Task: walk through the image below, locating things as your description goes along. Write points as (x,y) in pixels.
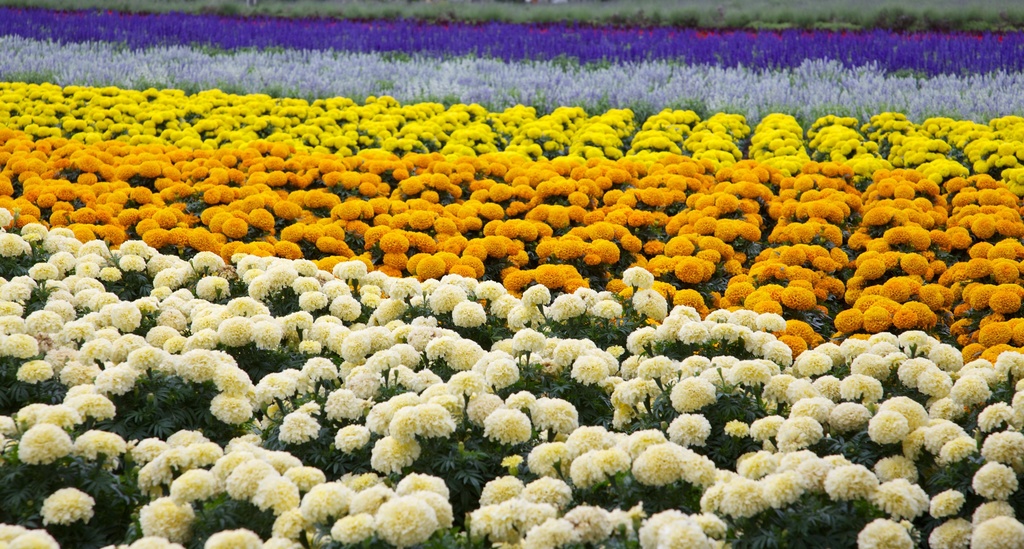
There are white, orange, yellow, violet color flowers (367,86) on plants (676,320).
